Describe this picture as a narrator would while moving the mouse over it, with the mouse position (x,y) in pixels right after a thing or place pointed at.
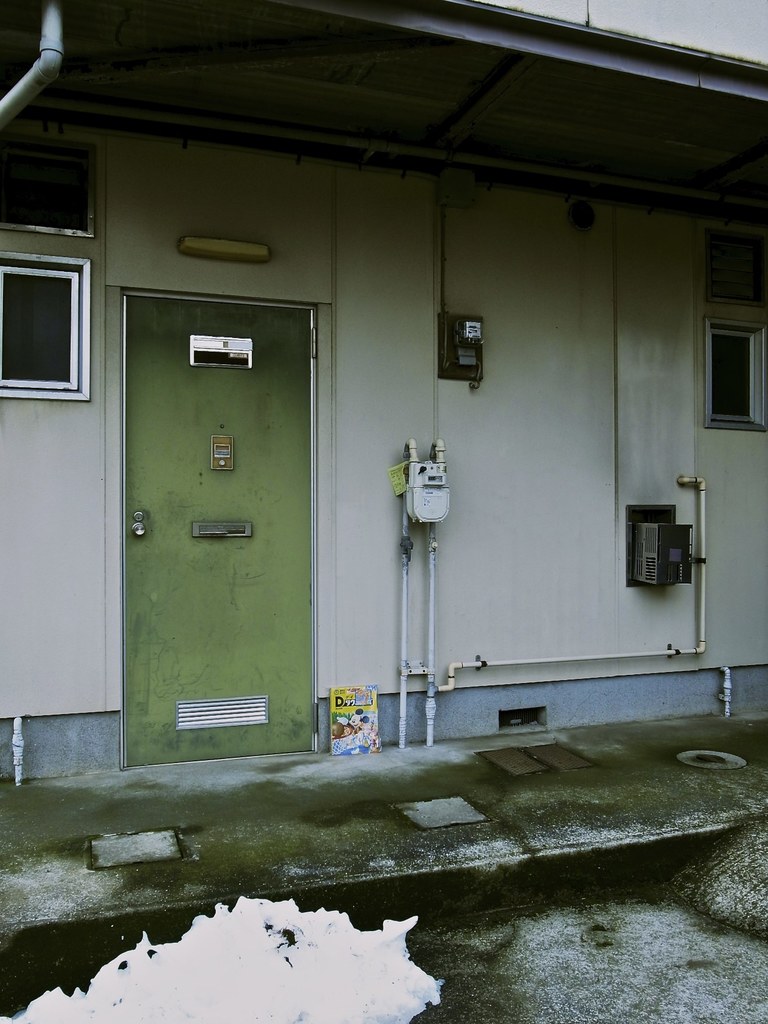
In this image we can see a building (332,431). There is a door (220,553) which is in green color. There are two windows (8,334) at the either sides of the image.
